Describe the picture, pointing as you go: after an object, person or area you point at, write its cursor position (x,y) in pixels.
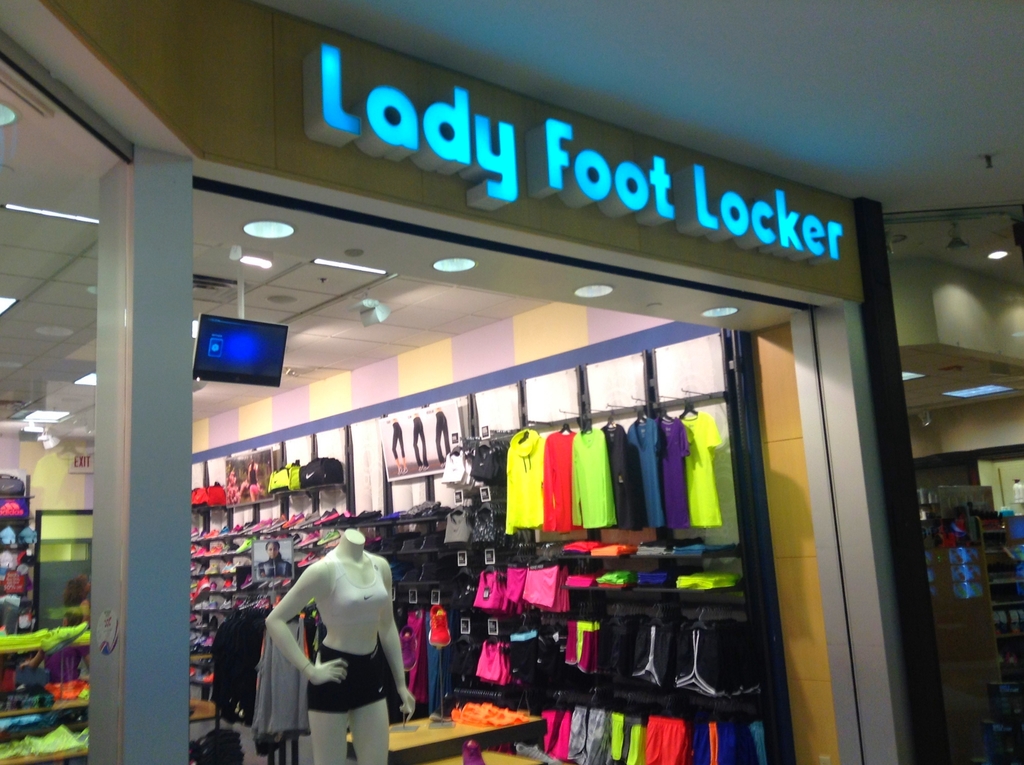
It is a clothing store (434,429) and in front of the store (301,298) there is a mannequin (329,581).
